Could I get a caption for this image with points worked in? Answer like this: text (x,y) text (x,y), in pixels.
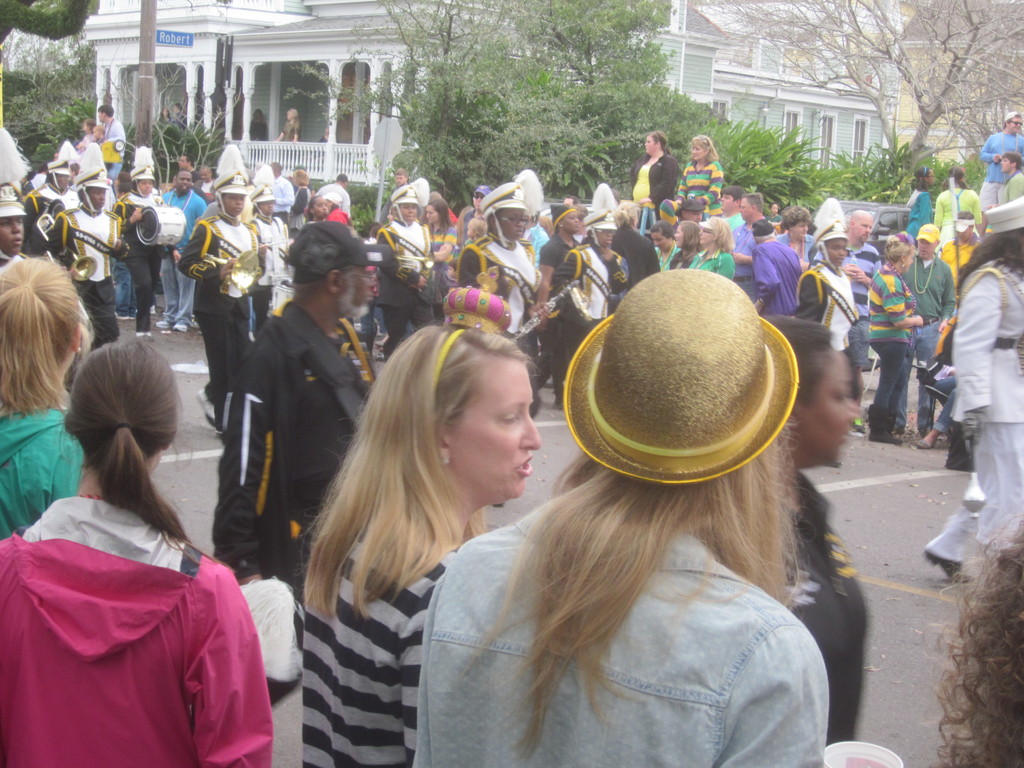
There is a road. On the road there are many people (262,205) playing musical instruments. They are wearing caps (396,198). On the sides there are many people (747,317). In the back (184,112) there are trees (574,137) and buildings (270,59) with windows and pillars (246,68).
